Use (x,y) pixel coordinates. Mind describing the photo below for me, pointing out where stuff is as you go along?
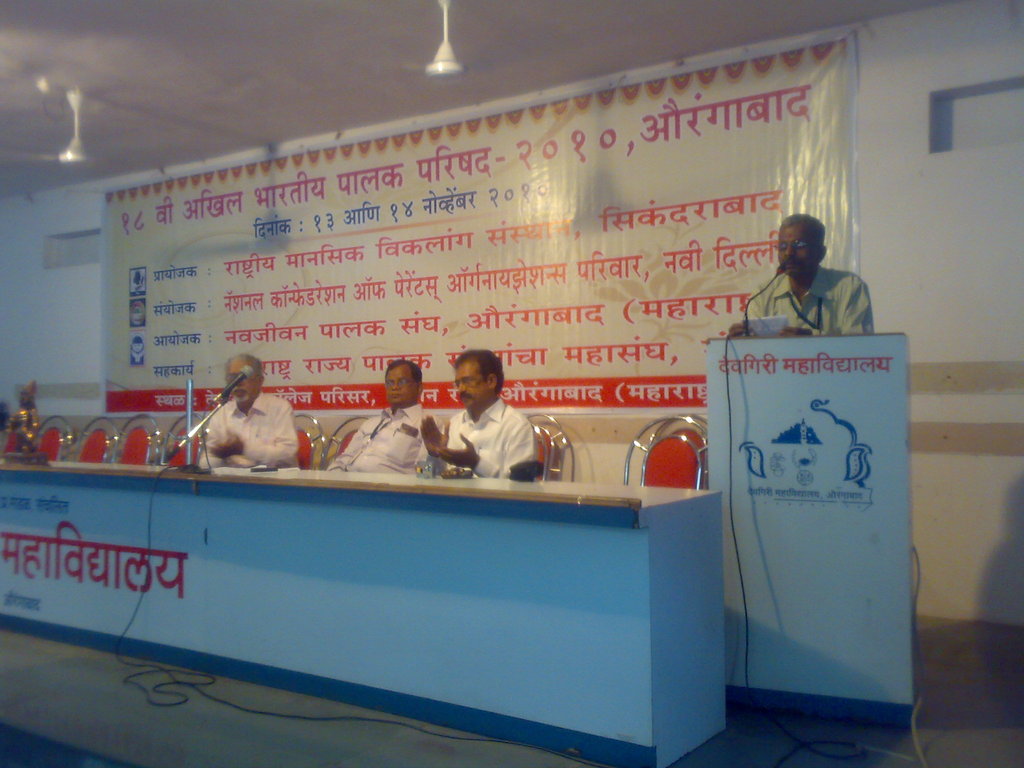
In this picture we can see four men (863,309) where three men (378,464) are sitting on chairs (126,459) and a man (797,225) standing at the podium (881,441) and in front of them we can see mics (197,431) and in the background (286,276) we can see a banner (462,269) on the wall (959,168), fans (451,40).
